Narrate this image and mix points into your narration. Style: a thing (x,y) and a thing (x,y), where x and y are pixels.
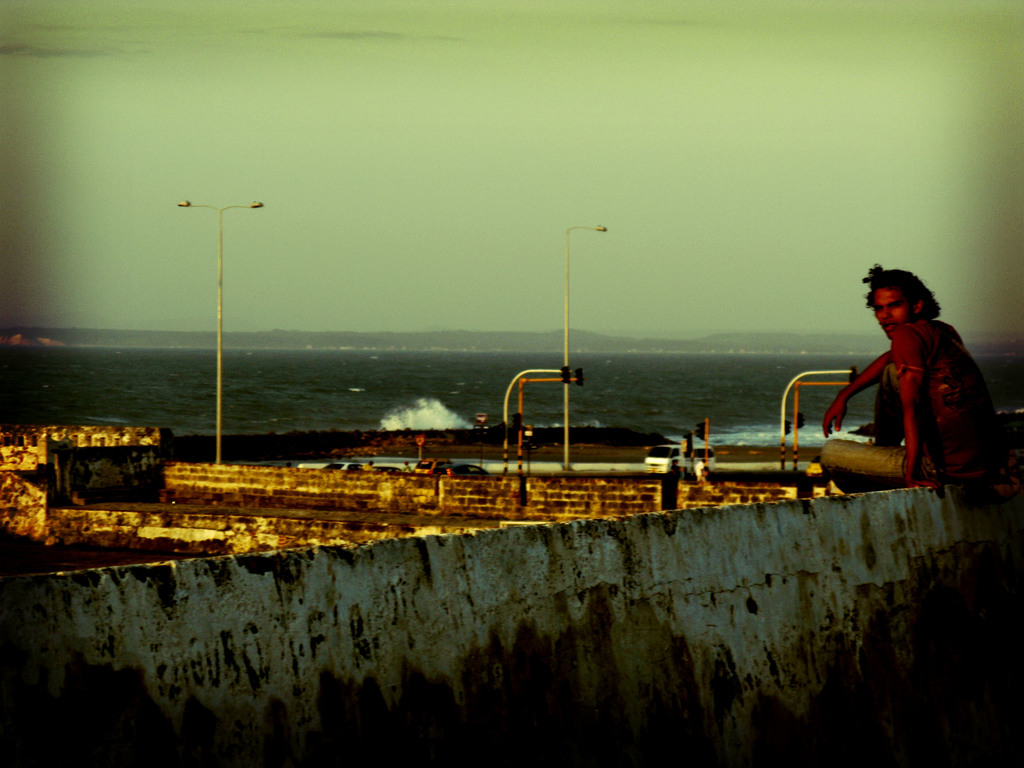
In this image I can see a person (934,352) sitting on the wall (835,536). In the middle of the image (608,494) it looks like a bridge (281,471), there are vehicles (682,461), lights (685,436) and poles (707,460). Also there is water (241,364) and in the background (538,154) there is sky (362,160).
